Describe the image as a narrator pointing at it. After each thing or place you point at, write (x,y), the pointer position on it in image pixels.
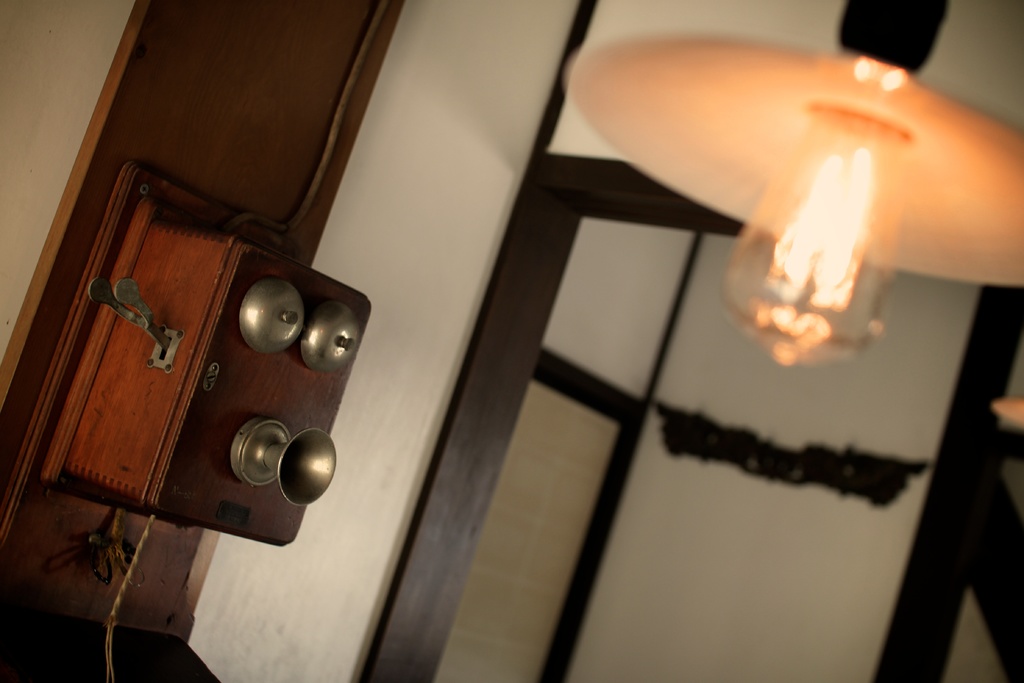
There is a bell (198,371) attached to the wall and it has lever (137,322). We can observe a light (816,216) here in a room (831,191) and the light (828,178) is hanging. The light (809,284) is from the bulb (818,291). There is a wall (725,555) in the room (720,581) and we can see an entrance (502,497) here.
